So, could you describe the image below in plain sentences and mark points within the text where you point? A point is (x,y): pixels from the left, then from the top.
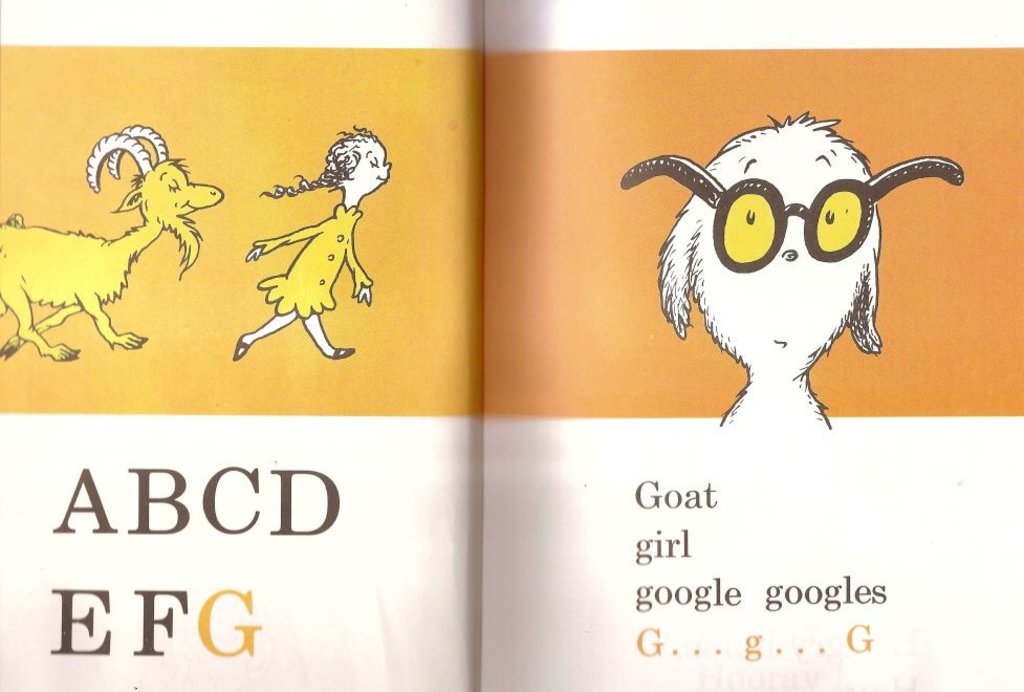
In this image there is an open book (487,498) with some text (698,506) and pictures (388,252).
